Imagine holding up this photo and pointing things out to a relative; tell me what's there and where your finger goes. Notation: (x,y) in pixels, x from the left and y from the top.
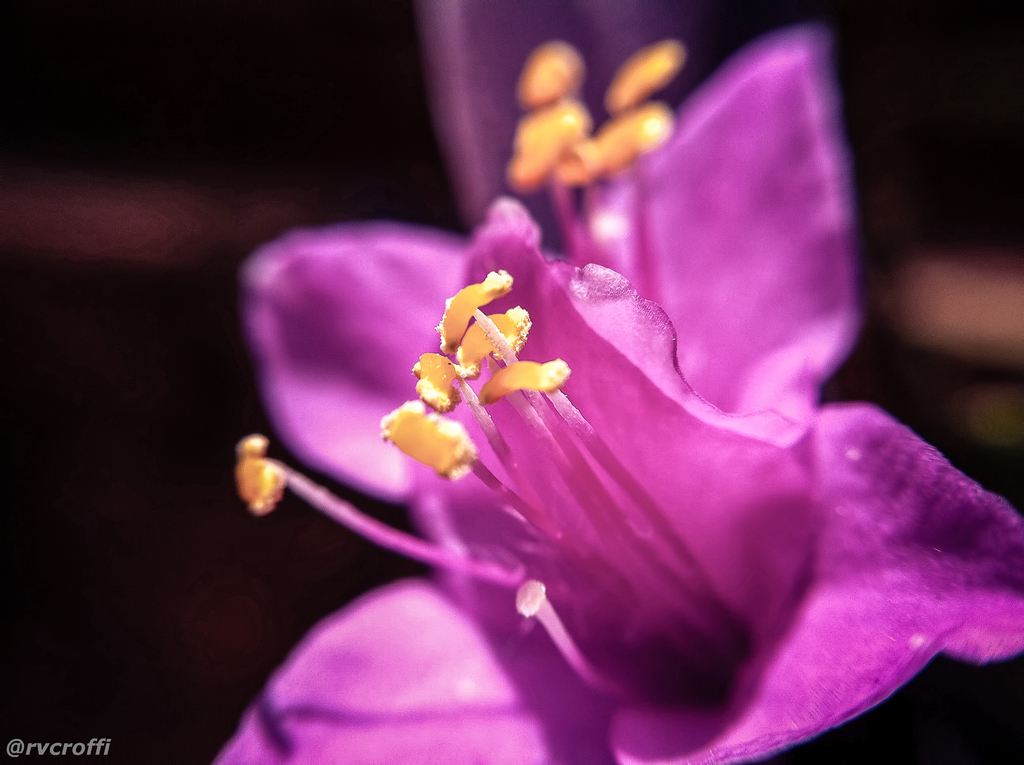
In this picture we can see a flower (531,730) and in the background (64,470) it is dark.
